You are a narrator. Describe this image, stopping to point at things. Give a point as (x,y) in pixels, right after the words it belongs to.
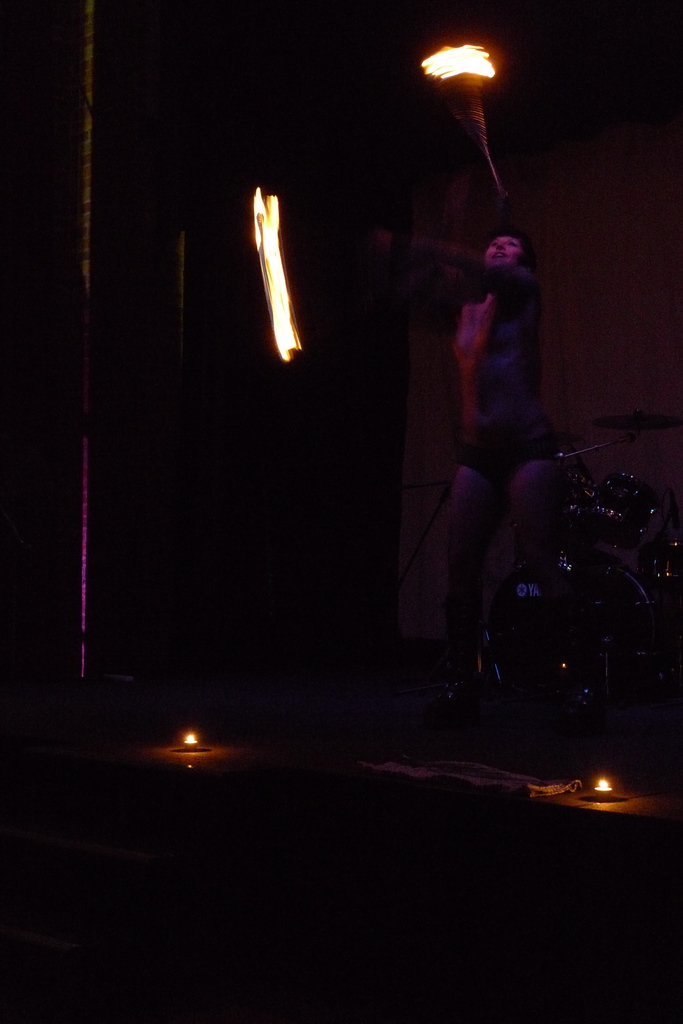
In this image we can see a person (462,506). There are musical instruments (653,596). At the bottom of the image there are lights (194,739). In the background of the image (543,324) there is wall (581,354).
